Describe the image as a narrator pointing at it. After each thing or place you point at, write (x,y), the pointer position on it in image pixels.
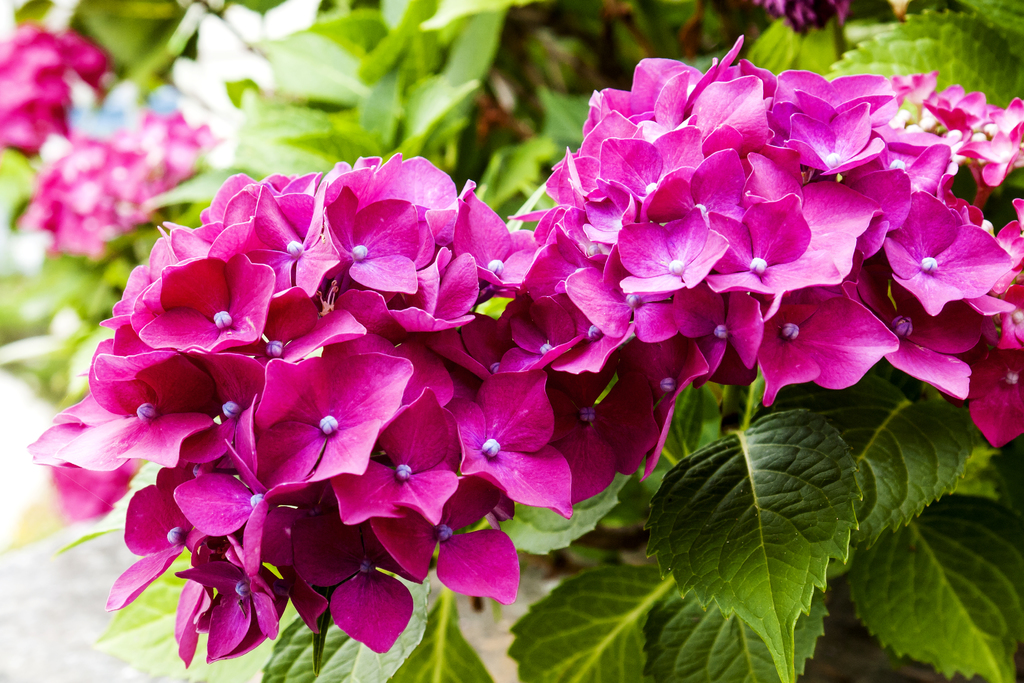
In this image I can see few flowers (359,336) which are pink and white in color to the plant (163,646) which is green in color. I can see the blurry background (422,22).
